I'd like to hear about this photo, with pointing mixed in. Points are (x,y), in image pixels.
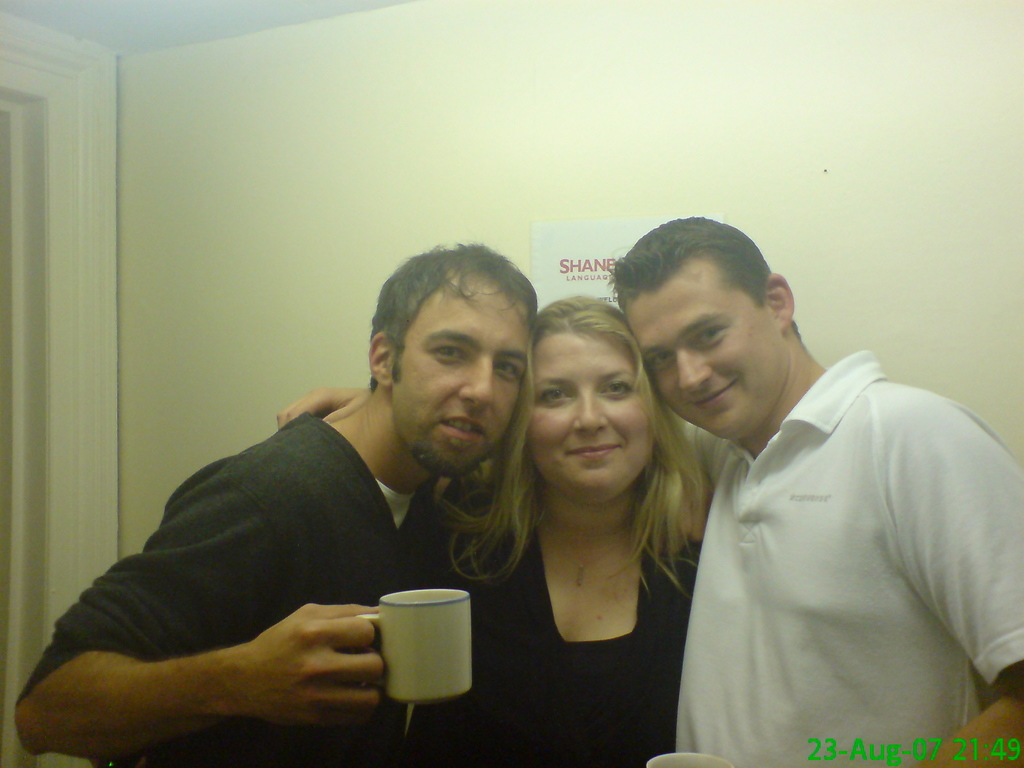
In this picture we can see three persons (635,450) in the middle (531,407). He is holding a cup (429,670) with his hand (371,675). On the background (390,190) there is a wall (355,97).
